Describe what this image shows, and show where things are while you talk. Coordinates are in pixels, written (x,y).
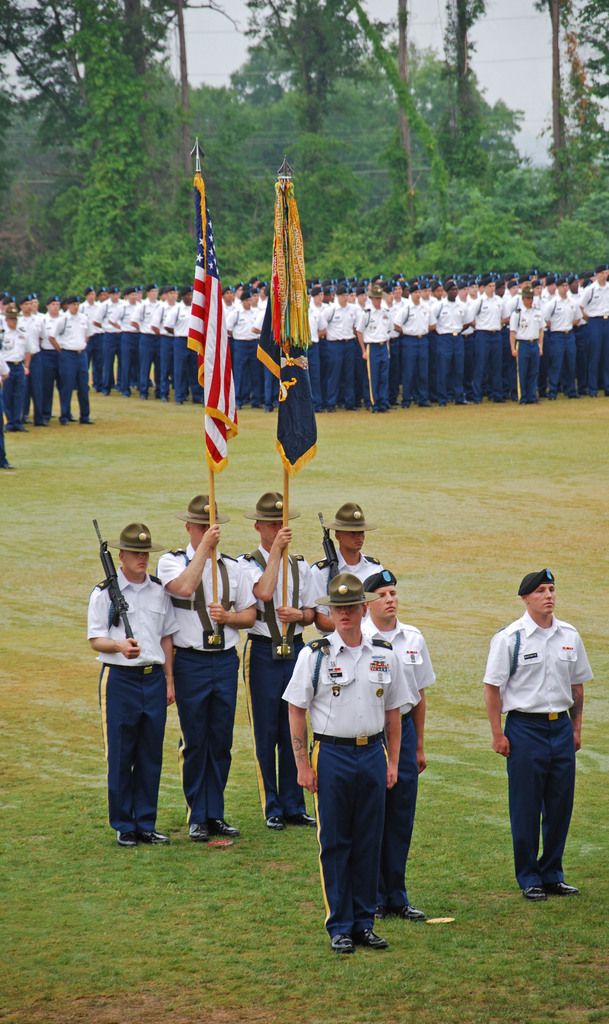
In this image I can see the group of people (219,531) standing on the ground (217,891). These people (445,360) are wearing the white and navy blue color uniforms (349,718). I can see few people (373,652) with brown color caps (264,507) and few are with black color. And there are two persons (202,582) holding the flags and few are holding the weapons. In the background (147,170) there are many trees (226,206) and the white sky (526,25).
